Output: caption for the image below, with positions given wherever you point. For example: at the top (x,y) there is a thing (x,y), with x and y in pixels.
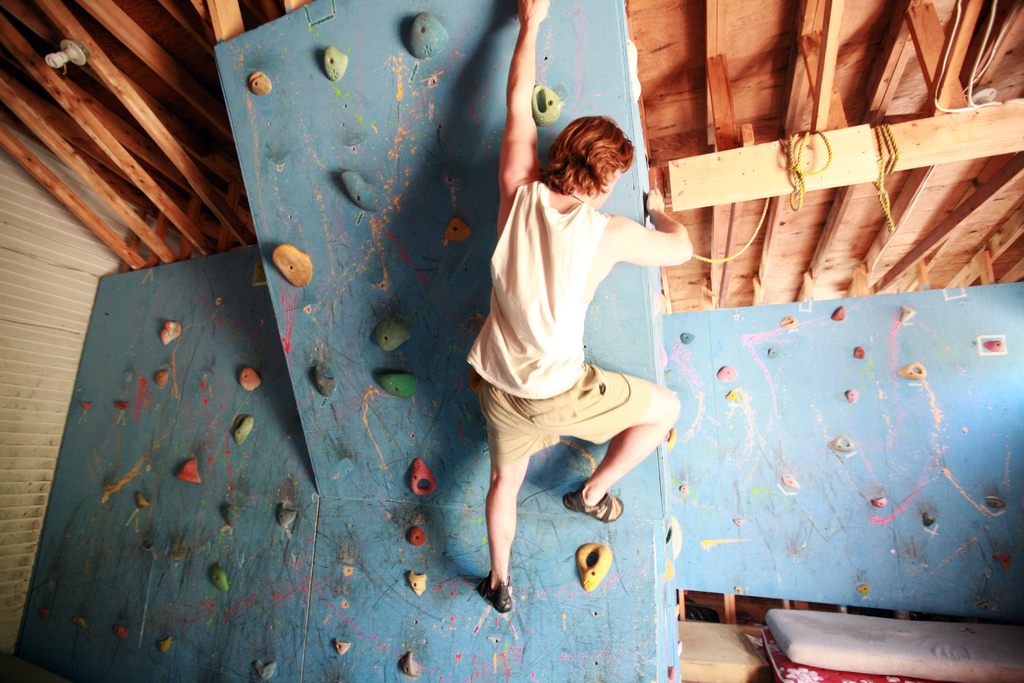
In this image there is a climbing wall (334,473) at bottom of this image (386,480) and there is one person (500,356) is climbing to the wall (408,526) at middle of this image (531,275) and there is a wooden roof (710,140) at top of this image (654,100).
